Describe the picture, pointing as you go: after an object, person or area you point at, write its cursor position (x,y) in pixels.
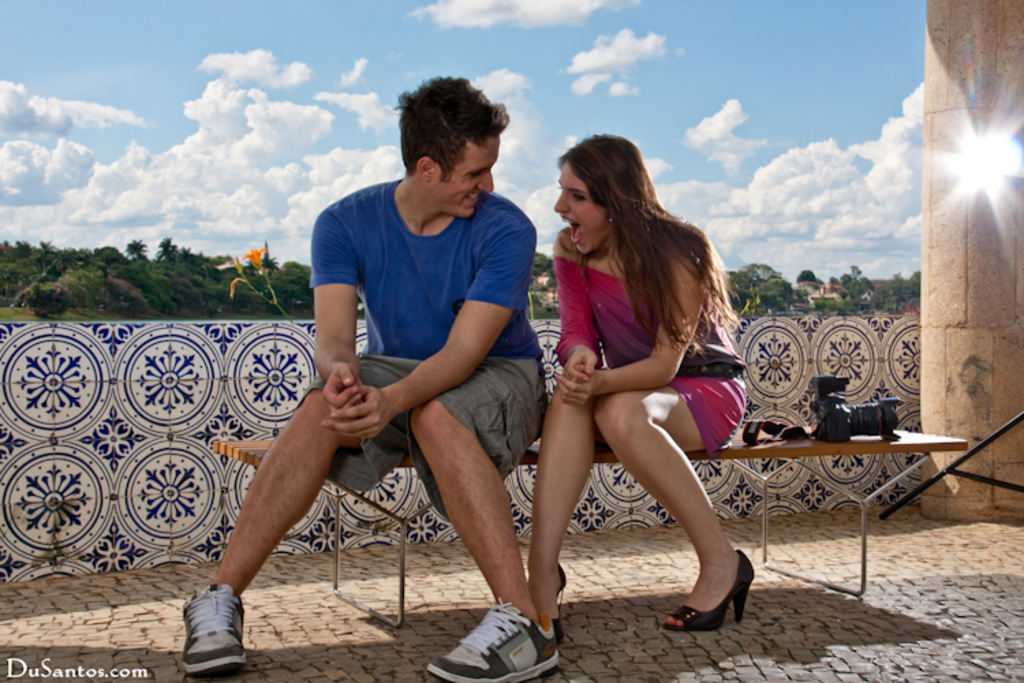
In this image we can see man (392,323) and a woman (571,336) sitting on a bench (602,455). On the bench (743,455) there is a camera (834,416). On the right side (948,138) we can see a wall (942,183). In the back (36,357) there is another wall (39,359). In the background (149,249) there are trees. Also there is sky (324,97) with clouds (324,97). In the left bottom corner (62,667) there is text (108,675).
